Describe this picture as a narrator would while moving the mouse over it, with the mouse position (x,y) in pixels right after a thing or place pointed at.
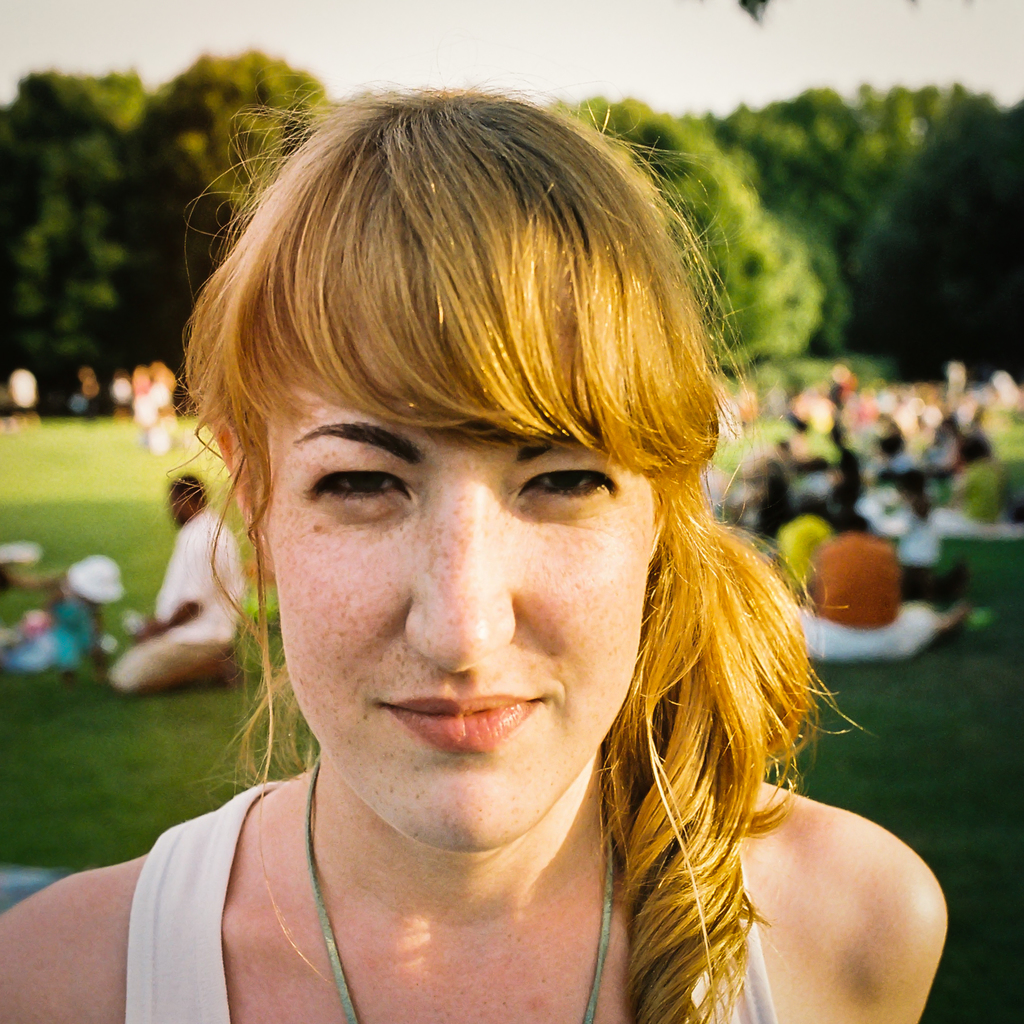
In this image we can see a woman (398,353). In the background (185,325) the image is blur but we can see few persons (838,632) are sitting and standing and a person (209,614) is standing on the knees (209,657) on the ground (206,708) and we can see the trees (44,190) and sky (557,87).
